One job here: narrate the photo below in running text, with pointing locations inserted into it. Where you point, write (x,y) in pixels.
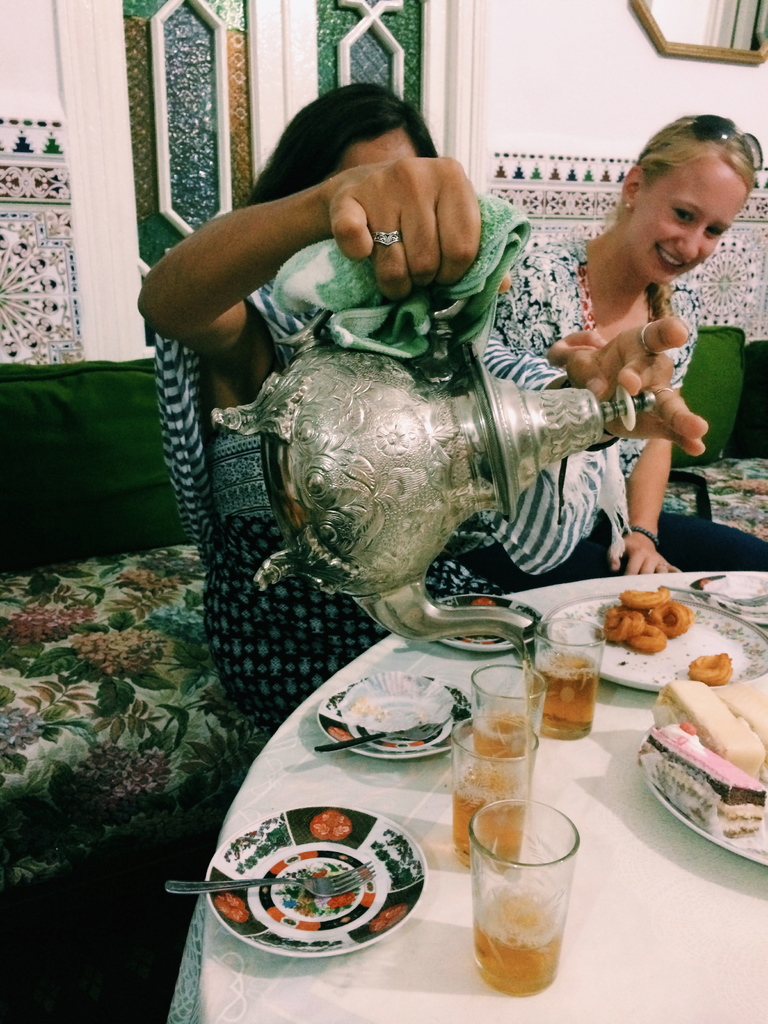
In this picture we can see two persons (243,535) sitting on the sofa (115,724). This is table (695,884). On the table (686,941) there are glasses (535,986), plates (355,904), forks (334,887), and some food (671,787). On the background (599,145) there is a wall (574,58) and this is door (258,63).
